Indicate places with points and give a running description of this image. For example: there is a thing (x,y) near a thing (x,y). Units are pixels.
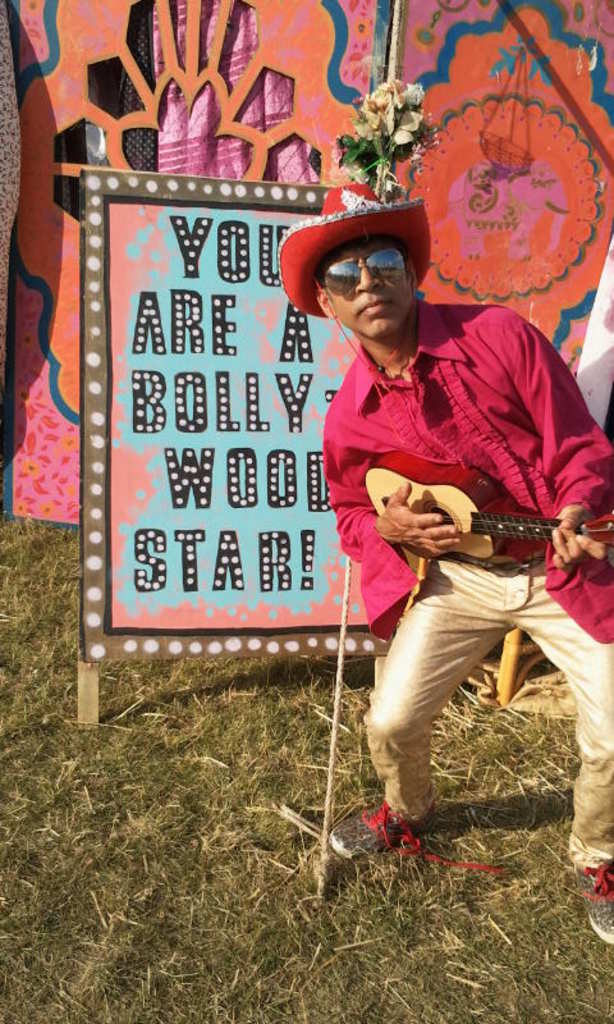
It is an open area (9,573) there is a man (502,433) who is wearing red color shirt (466,317) and goggles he is playing guitar (486,531), behind this person (424,526) there is a board (165,488) there is something written like "you are a Bollywood star "on that, behind the board (86,203) there are some flowers (382,88) and few other decorations (482,70).
